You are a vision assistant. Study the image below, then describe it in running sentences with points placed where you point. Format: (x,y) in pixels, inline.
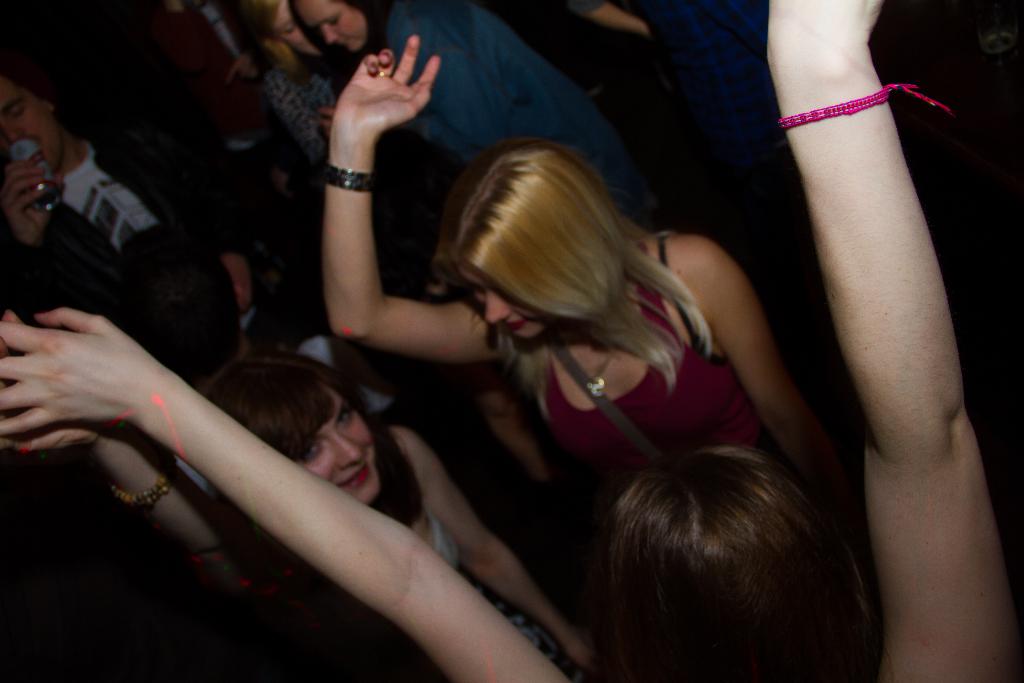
In this image we can see there are few people (578,165) dancing with a smile (358,481) on their face (347,475).
